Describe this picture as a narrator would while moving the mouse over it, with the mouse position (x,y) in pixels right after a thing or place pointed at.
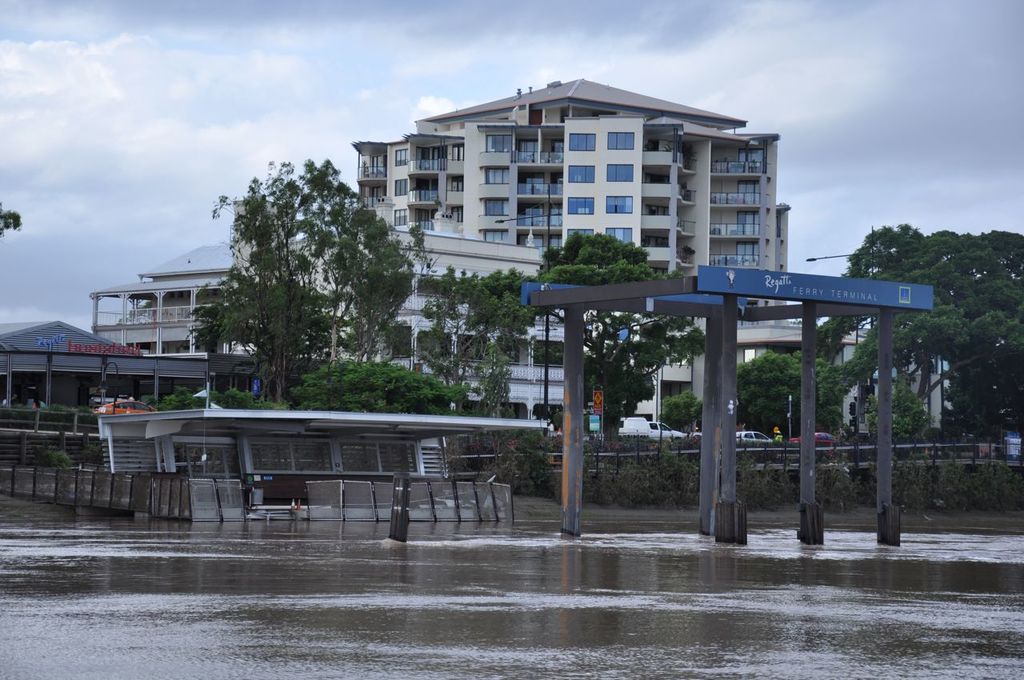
In this image I can see the sky (584,14) and the building (536,135), in front of the building (523,155) I can see trees (973,324) visible.
